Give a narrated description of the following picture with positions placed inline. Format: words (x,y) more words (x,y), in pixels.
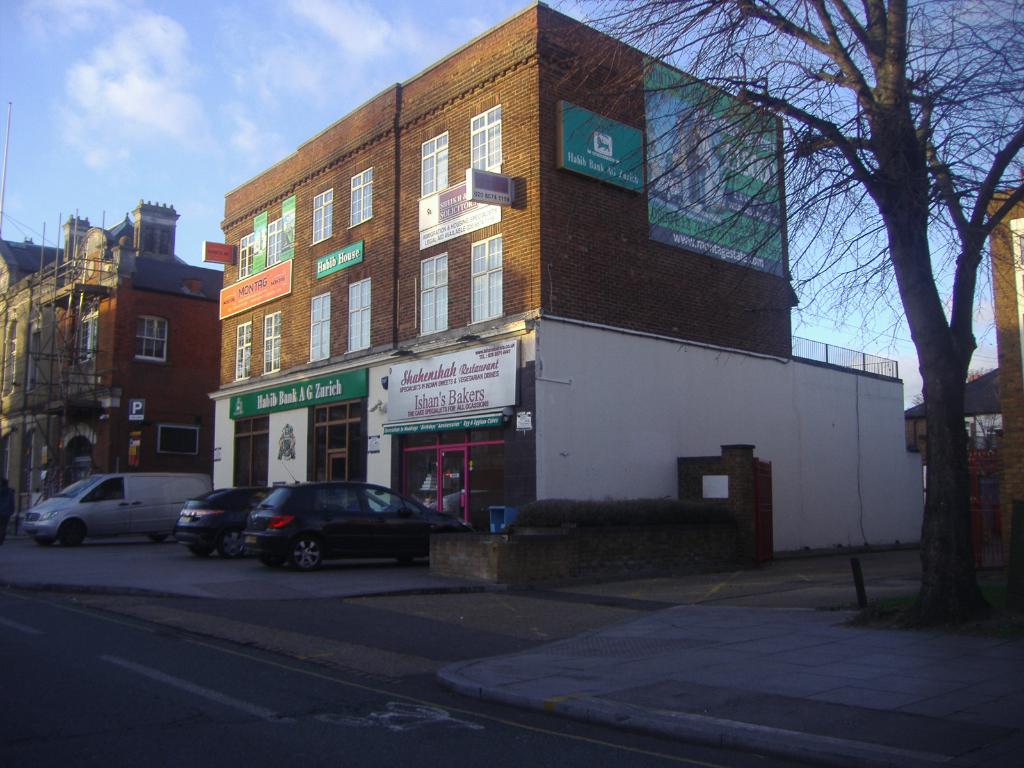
In this image I can see few vehicles (399,499), background (488,409) I can see few stalls (409,398), buildings (391,314) in brown and cream color, few banners (294,387) attached to the wall (596,413), dried trees (819,178) and the sky (203,78) is in white and blue color.
